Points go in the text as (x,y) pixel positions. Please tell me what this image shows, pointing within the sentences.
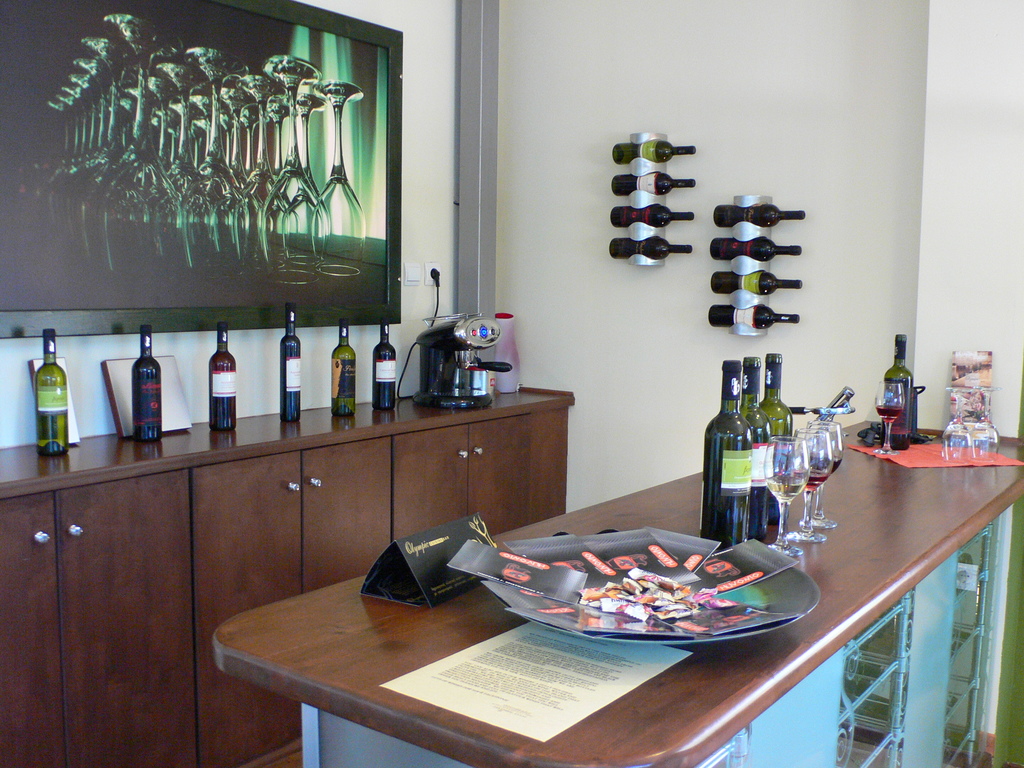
there is a table (713,654) present on which there are glass bottles (745,445), glasses (786,450). behind that there are cupboards (274,496). above that there are other bottles (346,399). behind that there is a photo frame (293,190). and at the right (715,285) there are bottles (637,212).
